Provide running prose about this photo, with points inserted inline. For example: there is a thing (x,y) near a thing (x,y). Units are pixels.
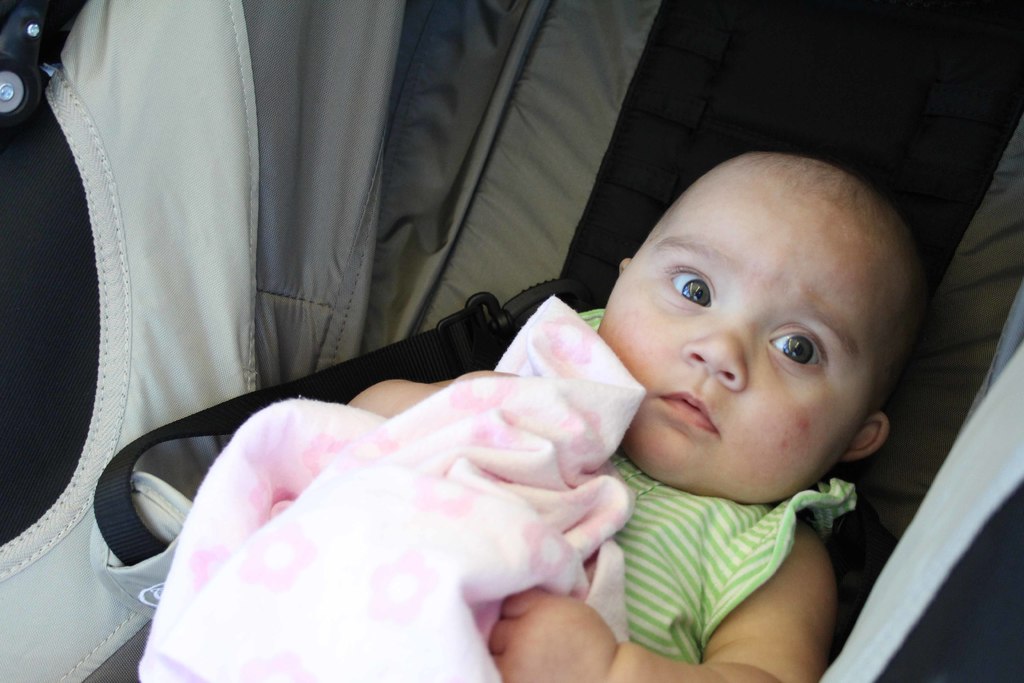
In the foreground of this image (678,666), it seems like there is a baby (803,615) in the baby cart (1022,209) and there is a pink color cloth (483,538) on the baby (634,590).
